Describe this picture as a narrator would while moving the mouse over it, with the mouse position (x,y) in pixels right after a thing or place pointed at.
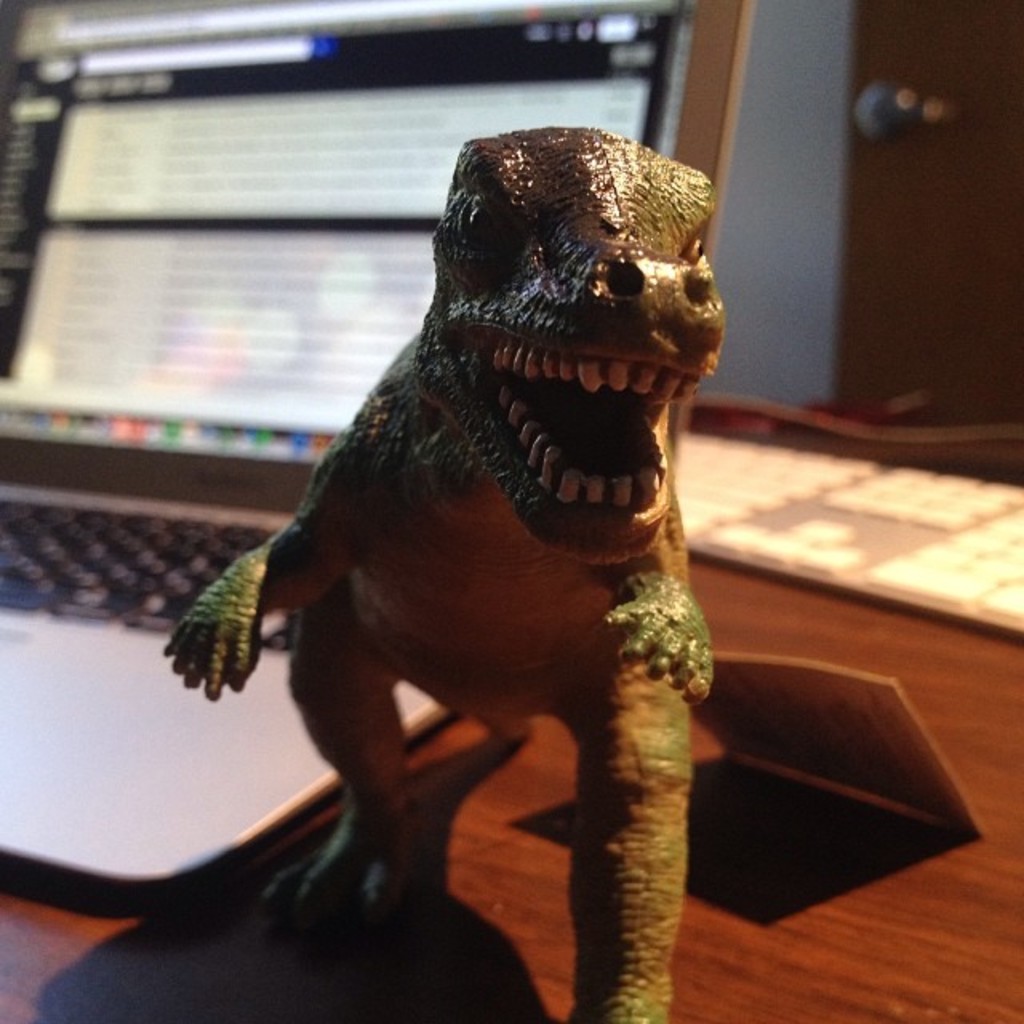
In this image, we can see a sculpture (415,457), a laptop (212,478) and some other objects (868,684) on the table (816,850). In the background (789,263), there is a wall (783,272).
